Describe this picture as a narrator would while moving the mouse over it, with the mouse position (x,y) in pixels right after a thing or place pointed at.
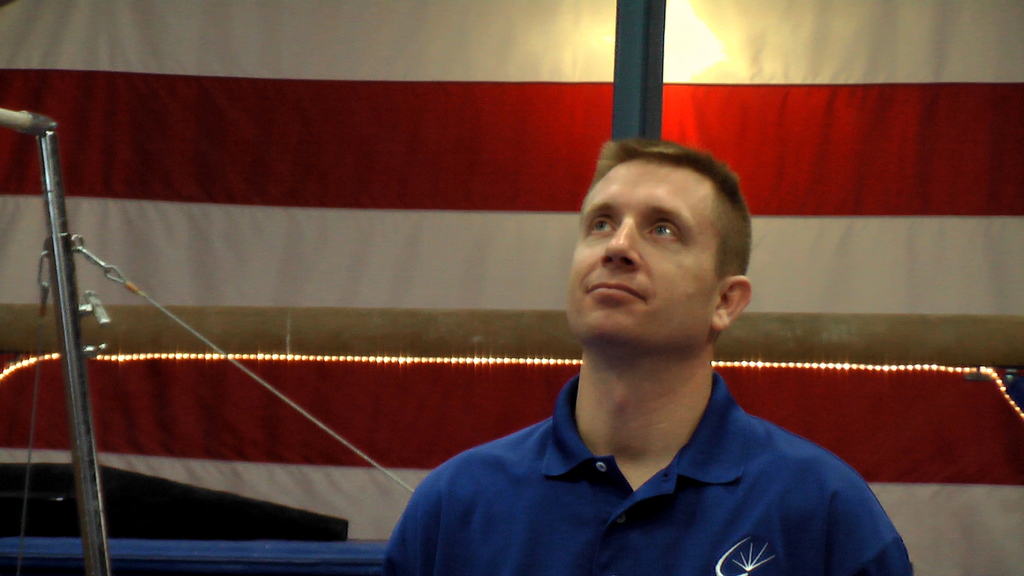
In this image we can see a person (608,511). There is a gymnastic beam (482,345) in the image. There are few objects (85,306) at the left side of the image (152,543). There is a lamp (402,364) in the image.
